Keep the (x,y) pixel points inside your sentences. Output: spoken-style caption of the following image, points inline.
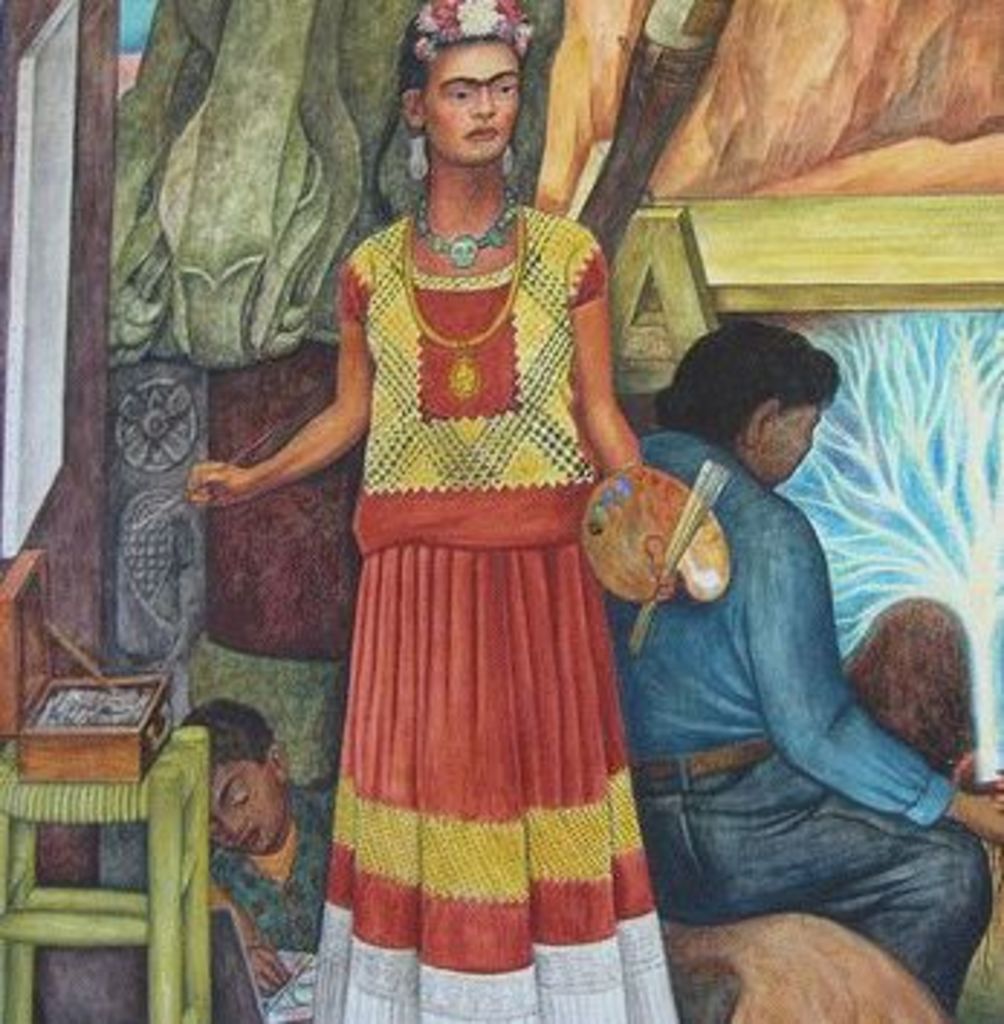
This image is a painting. In the middle of the image (454,648) a woman (541,906) is standing on the floor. On the right side (783,860) a man (815,853) is sitting. On the left side of the image (37,358) there is a board (50,451) and a chair (109,893) with a box (116,739) on it. A boy (267,940) is sitting on the floor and holding a book (295,1006) in his hand (281,972).
